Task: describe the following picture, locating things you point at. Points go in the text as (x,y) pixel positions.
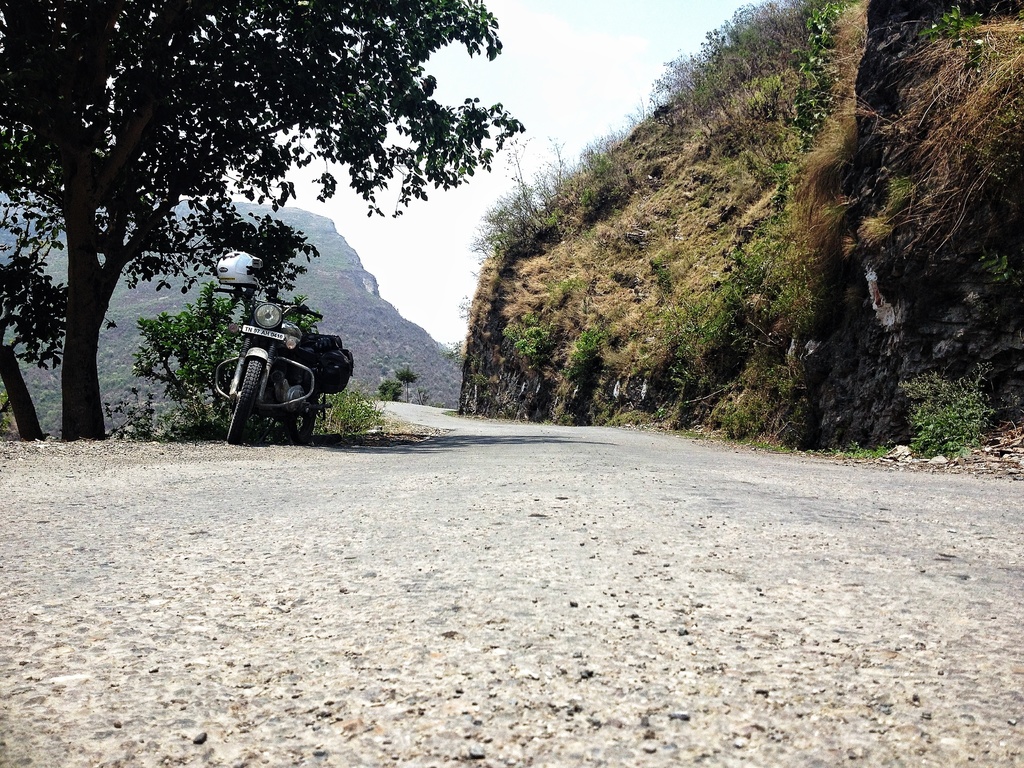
Bottom of the image (178,660) there is road (146,761). Top right side of the image (888,62) there is a hill (879,28), on the hill (1012,368) there is grass (499,276) and there are some plants (963,38). Top left side of the image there is a vehicle (277,312). Behind the vehicle (278,339) there are some trees (197,385). Behind the trees (263,140) there is a hill (112,358). Top of the image (668,14) there are some clouds (447,281) and sky (619,89).
